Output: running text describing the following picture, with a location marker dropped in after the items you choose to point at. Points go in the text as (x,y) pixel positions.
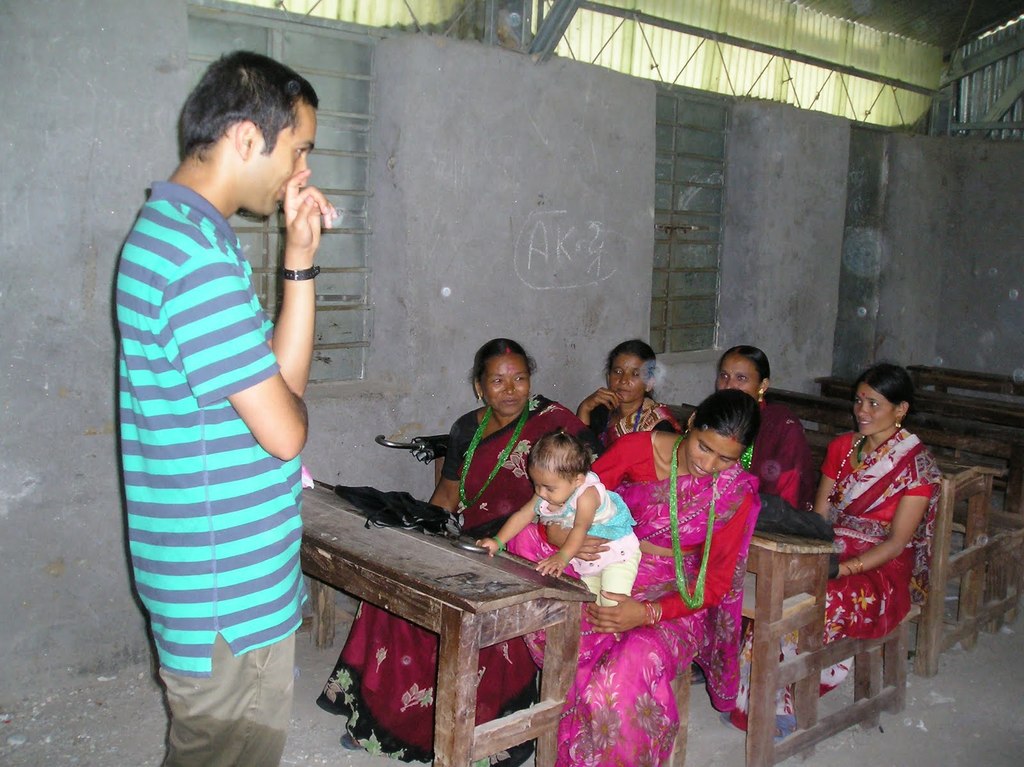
In this image there is a man (221,454) standing and smiling and there are women (640,473) sitting on the bench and smiling and there are empty benches (936,402) and there are windows (701,235) and there is a wall (549,208).
